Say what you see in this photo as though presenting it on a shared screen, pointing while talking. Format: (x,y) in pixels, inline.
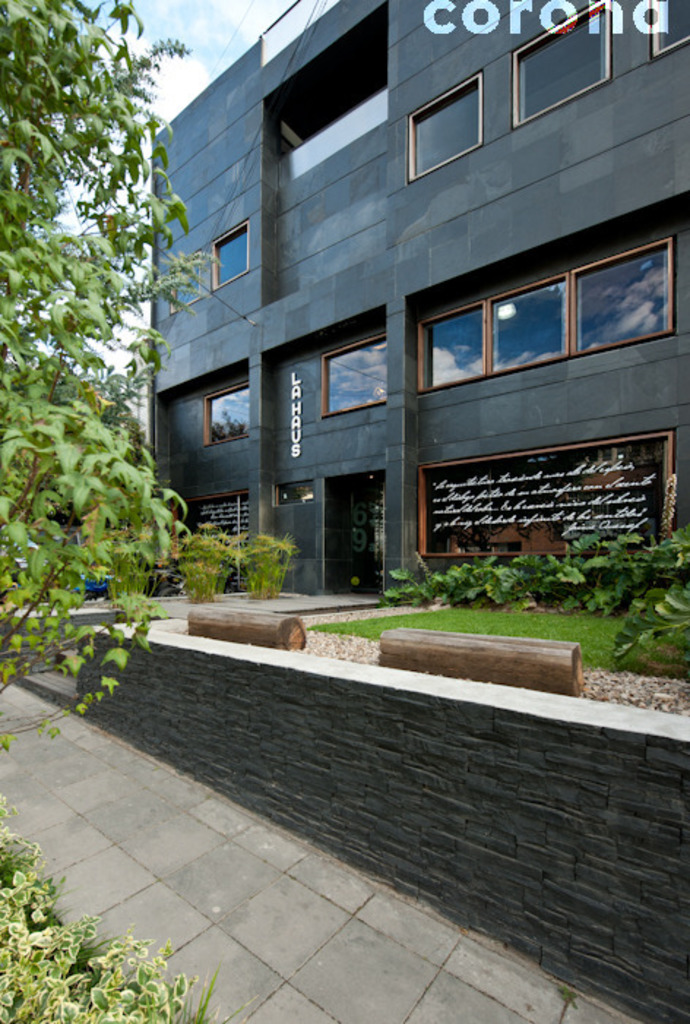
In this image there is a pavement (373,949), in the background (424,576) there are plants (659,590) and a building (495,164), on the left side (25,470) there are trees (8,391).
